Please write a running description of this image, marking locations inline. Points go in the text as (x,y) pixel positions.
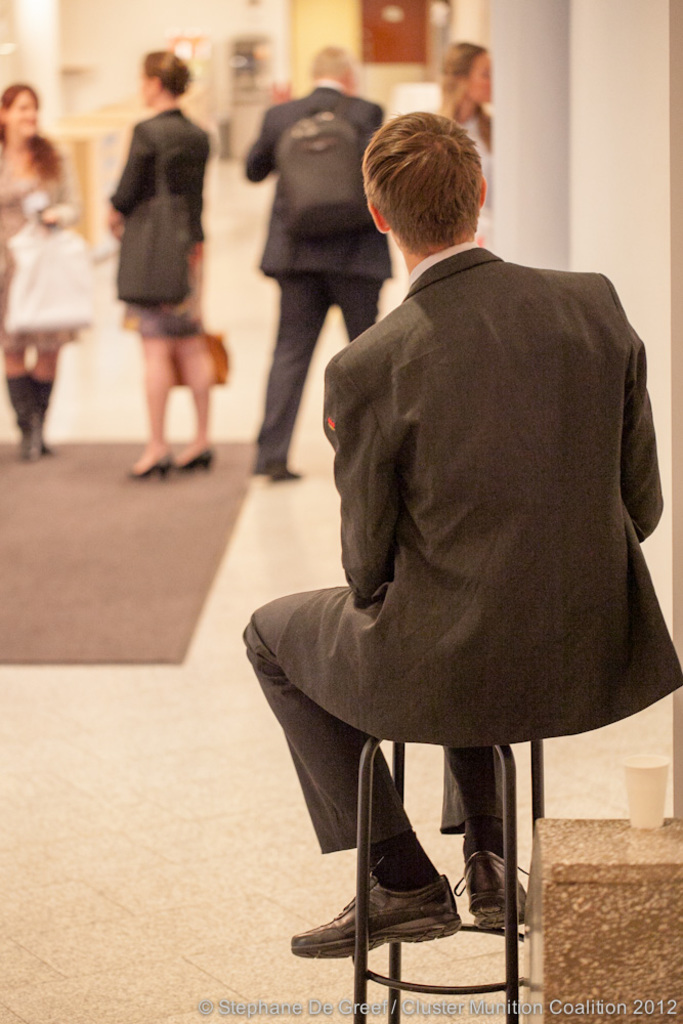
On the right side of this image (499,392) there is a man (429,694) sitting on a stool (513,820) facing towards the back side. In the background (190,136) there are few people (197,130) holding bags (60,262) and standing on the floor (324,526). On the floor (316,521) I can see a mat (61,549). In the background (139,103) there is a wall (193,13) and few objects (237,58) are placed on the floor (218,264). In the bottom right (576,933) there is a table (591,919) on which a glass (630,797) is placed.
